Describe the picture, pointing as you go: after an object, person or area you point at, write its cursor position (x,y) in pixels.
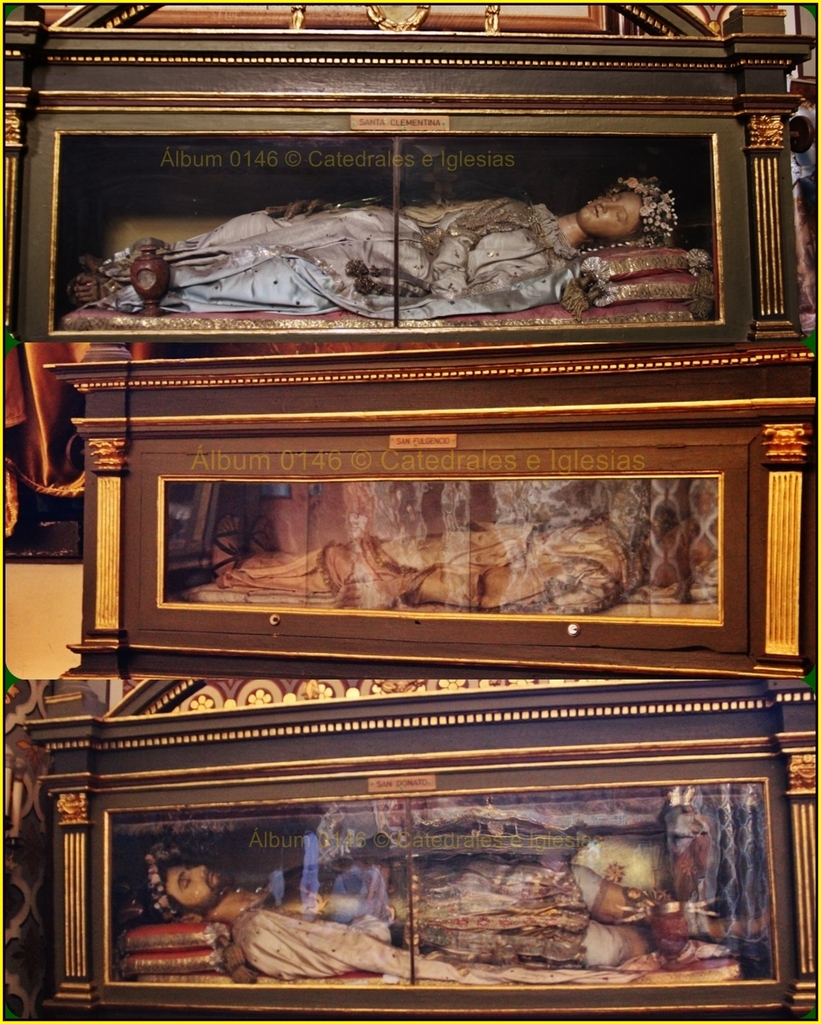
In this image I can see few wooden boxes (298,777) which are brown in color and I can see the glass surface (600,251) of the box (632,499) through which I can see few statues (549,927) which are in the shape of a person in the wooden boxes (239,995).
